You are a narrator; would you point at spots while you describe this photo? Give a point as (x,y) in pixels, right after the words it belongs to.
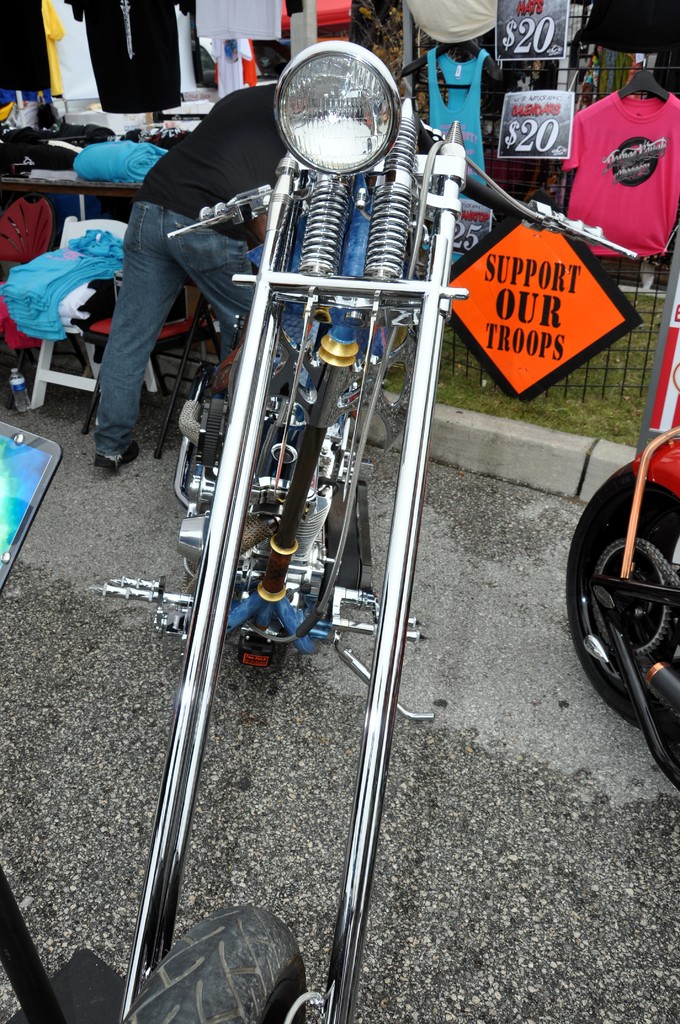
In this picture we can see a bike (304,530) in the front (327,432), on the left side (200,244) there is a person (179,268) standing, on the right side (607,320) we can see a board (556,316), there is some text (543,350) on the board (543,291), in the background (481,223) there are some t-shirts (49,141), price tags (475,220) and grass (596,415), we can also see a table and a mobile phone (27,483) on the left side (25,468).
